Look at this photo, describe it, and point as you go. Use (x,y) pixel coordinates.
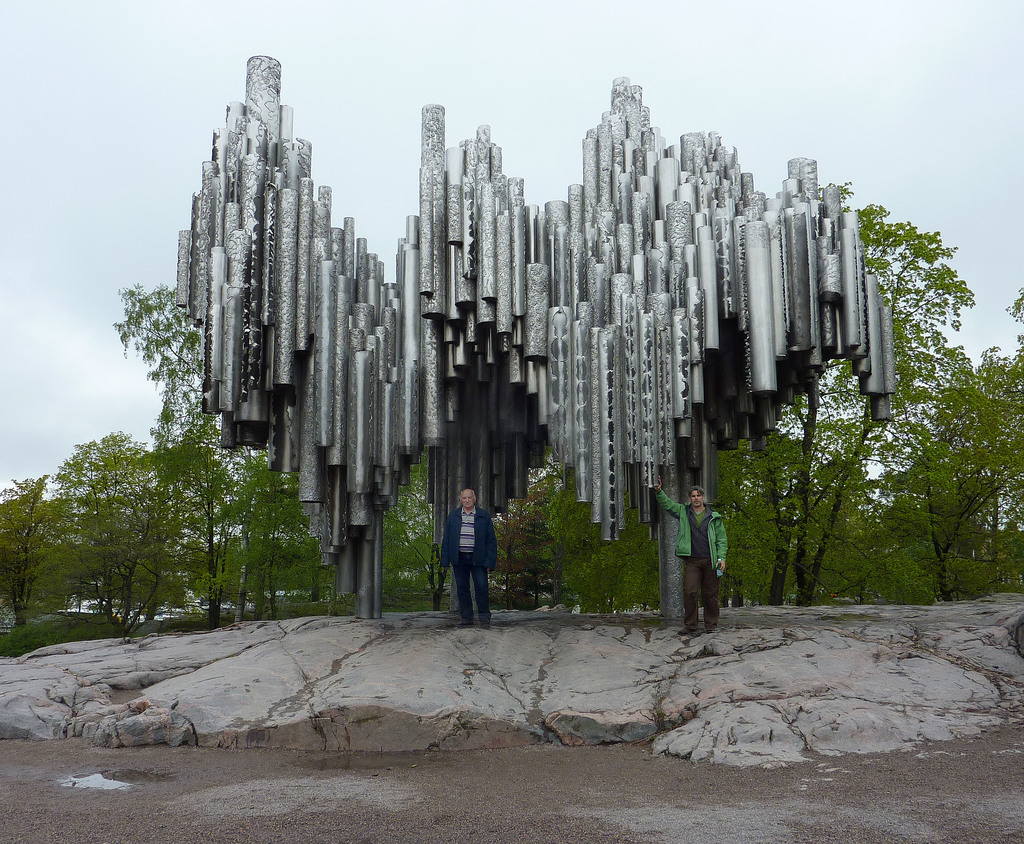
In this image we can see two persons (469,585) standing under some structure (323,320) and in the background of the image (604,570) there are some trees (604,570), cloudy sky (521,61).
